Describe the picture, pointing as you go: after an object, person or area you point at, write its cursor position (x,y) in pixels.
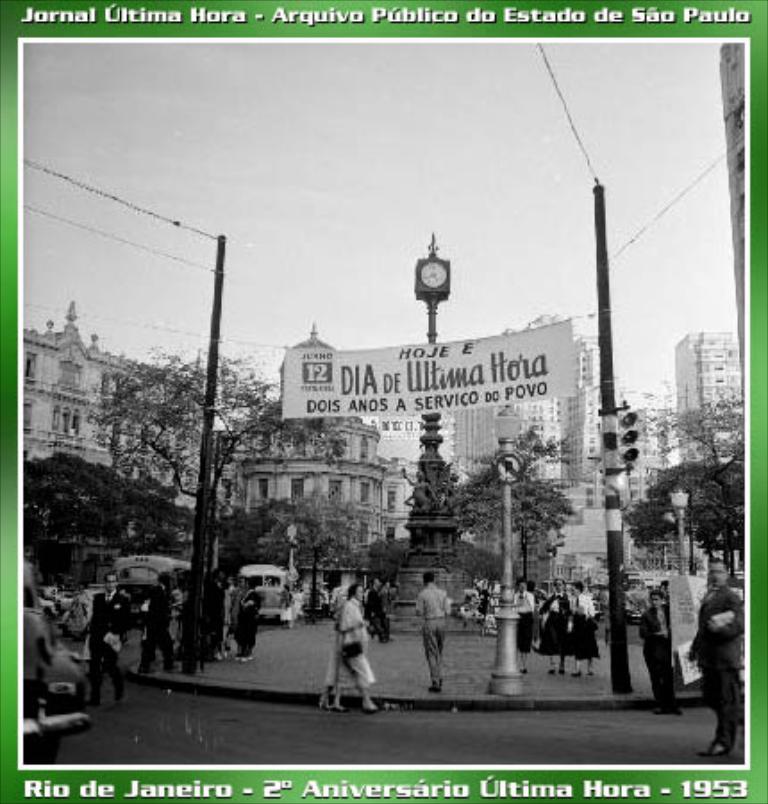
It is an edited image, in the picture there are a lot of people (158,602) moving around the road (216,703) and at the center of the road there is a tall pole (433,523) with clock (419,294) and some sculptures (438,510), around that pole (445,510) there are many buildings (683,410) and trees (642,521), there are two poles (195,616) in front of that sculpture (425,538) and many wires (209,236) are attached to those poles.
